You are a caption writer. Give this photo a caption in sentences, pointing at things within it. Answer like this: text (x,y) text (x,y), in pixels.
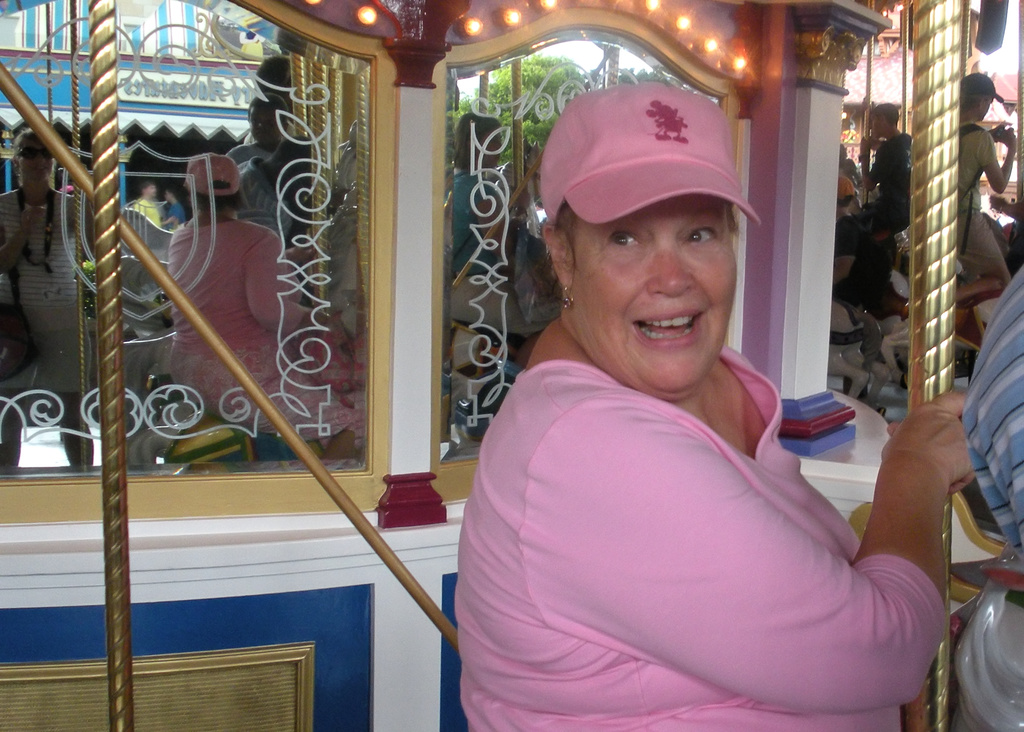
In this picture there is a old women (732,503) wearing pink color dress (671,493) and cap (679,176), smiling and giving a pose. Behind there is a glass mirror windows (349,321) with decorative lights (480,25) and golden pipes (927,79).
